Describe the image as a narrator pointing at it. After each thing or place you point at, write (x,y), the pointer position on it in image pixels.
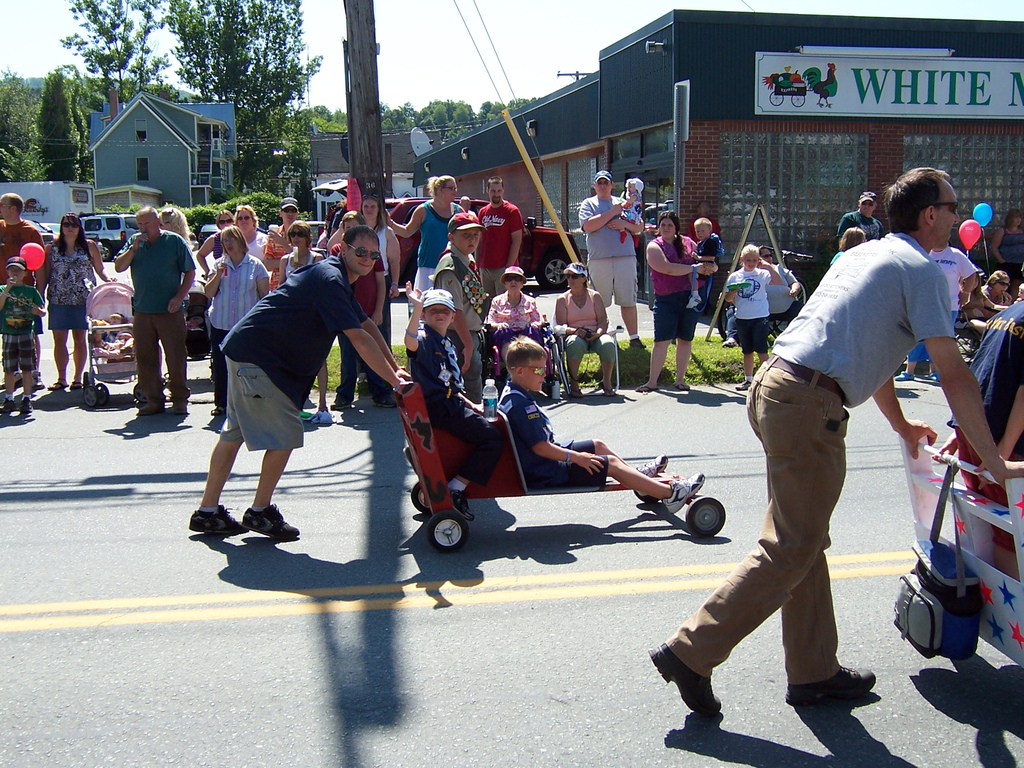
This picture is taken beside the road (583,634). On the road (327,571) there is a person (351,273) pushing the vehicle (413,443). On the vehicle (452,470), there are two kids (431,336). The man (259,504) is wearing a blue t shirt (298,323) and grey shorts (252,392). On the vehicle (447,434), there are two kids (464,390) wearing blue t shirts (434,372). Towards the right (808,341), there is another man (788,404) wearing grey t shirt (828,348) and cream trousers (750,612) and he is also pushing the vehicle (926,490) and there is a bag (894,625) attached to it. Beside the road (388,455), on the footpath (538,301), there are people (239,221) staring them. In the background (453,81) there are buildings (694,137), trees (508,107) and a sky (408,91).
